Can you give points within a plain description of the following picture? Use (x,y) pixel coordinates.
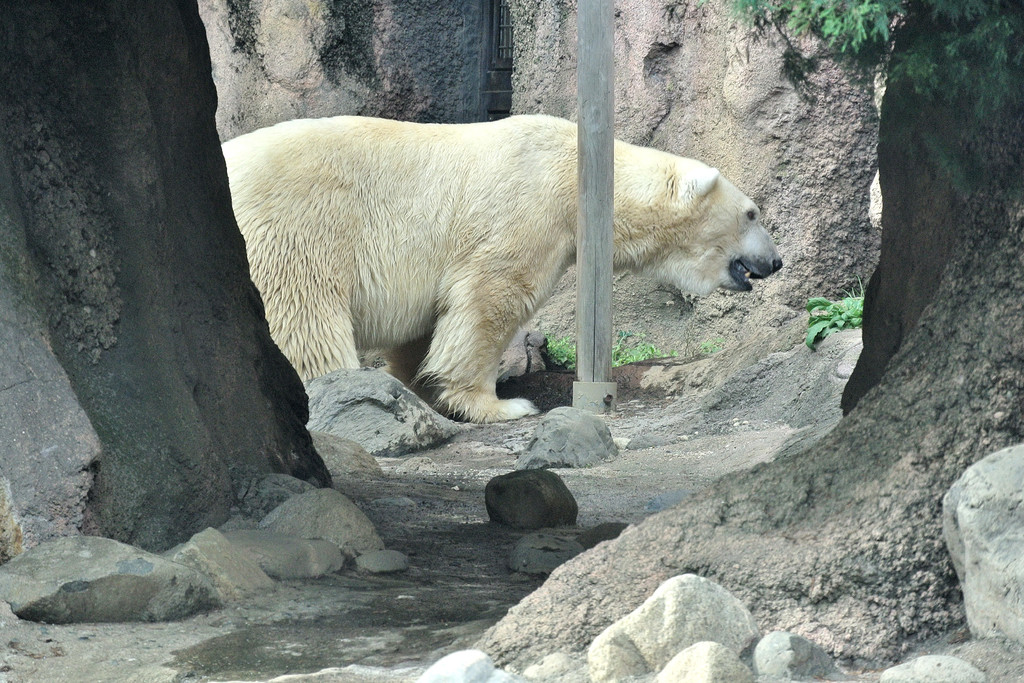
In the center of the image (469,259) we can see a polar bear (495,263). We can also see some stones (583,455), a wooden pole (610,374), some plants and the bark (814,480) of the trees (824,494).
